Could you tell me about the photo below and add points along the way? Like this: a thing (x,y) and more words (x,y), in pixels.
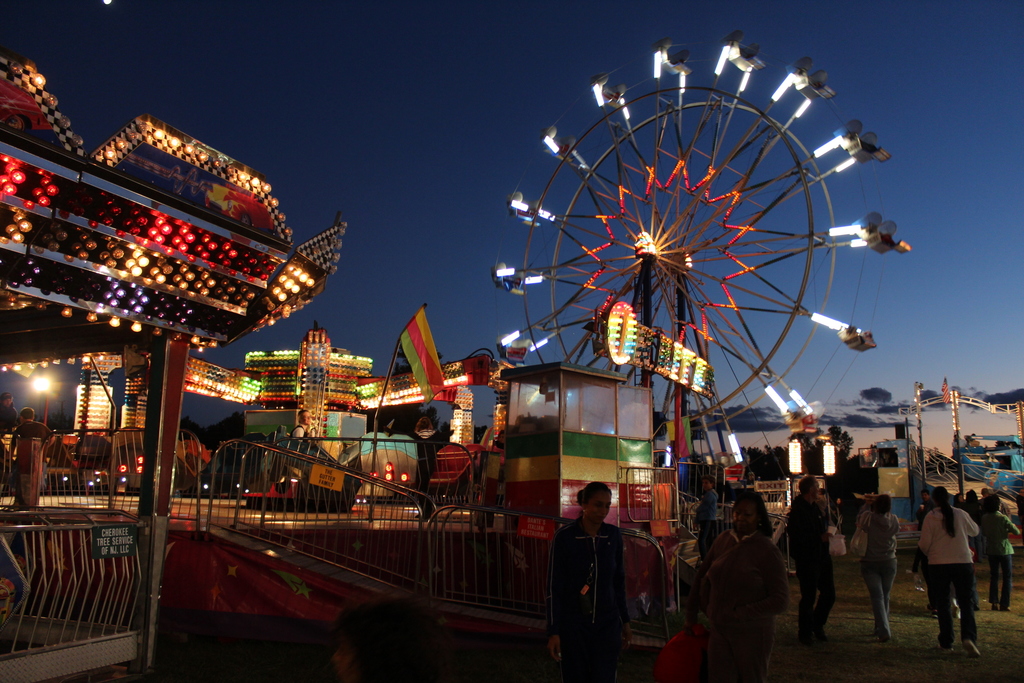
In the image we can see there is an exhibition (570,461) in which there are rides (140,454) and giant wheel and there are other people (956,500) standing and in between there are barricades (452,572).
